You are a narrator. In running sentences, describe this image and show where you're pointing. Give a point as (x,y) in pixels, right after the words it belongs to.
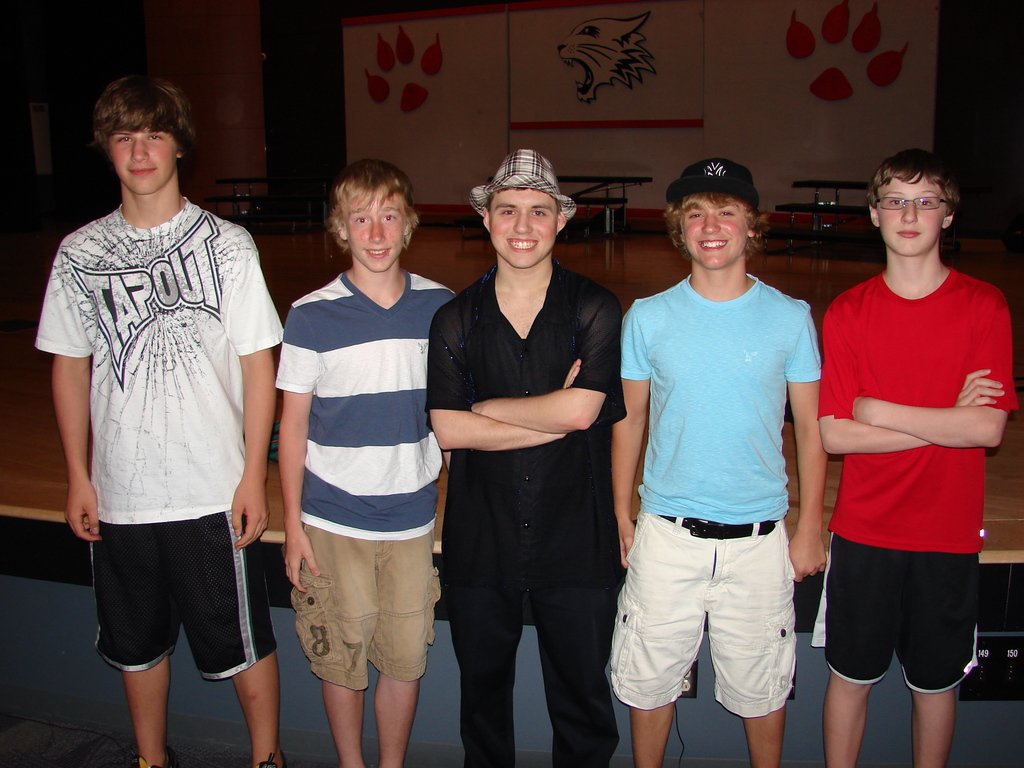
In the given image i can see a people (371,304) standing and in the background (531,117) i can see some objects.
